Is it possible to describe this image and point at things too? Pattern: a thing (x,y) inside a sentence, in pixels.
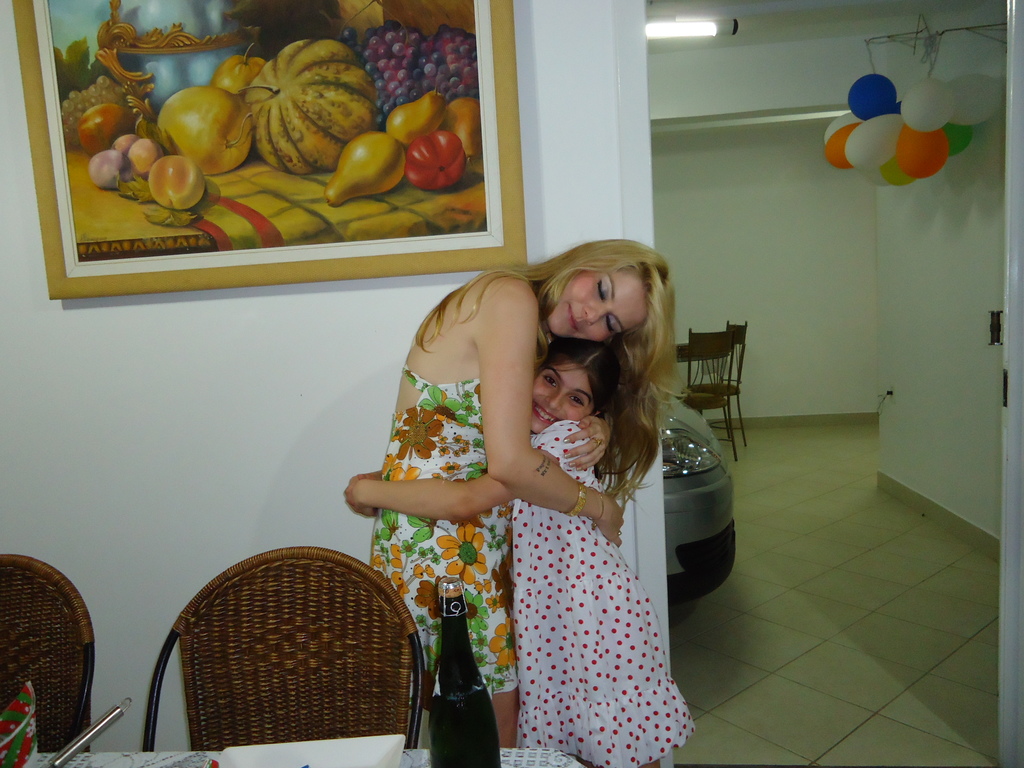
There are two persons (500,440). A lady (503,449) and a girl (574,570) they are hugging each other. And to the wall (116,392) there is a frame (292,137). And we can see two chairs (227,651) one bottle (463,669). And to the right (959,130) there are some balloons (915,161). We can see chairs (712,378) and a car (707,497).
